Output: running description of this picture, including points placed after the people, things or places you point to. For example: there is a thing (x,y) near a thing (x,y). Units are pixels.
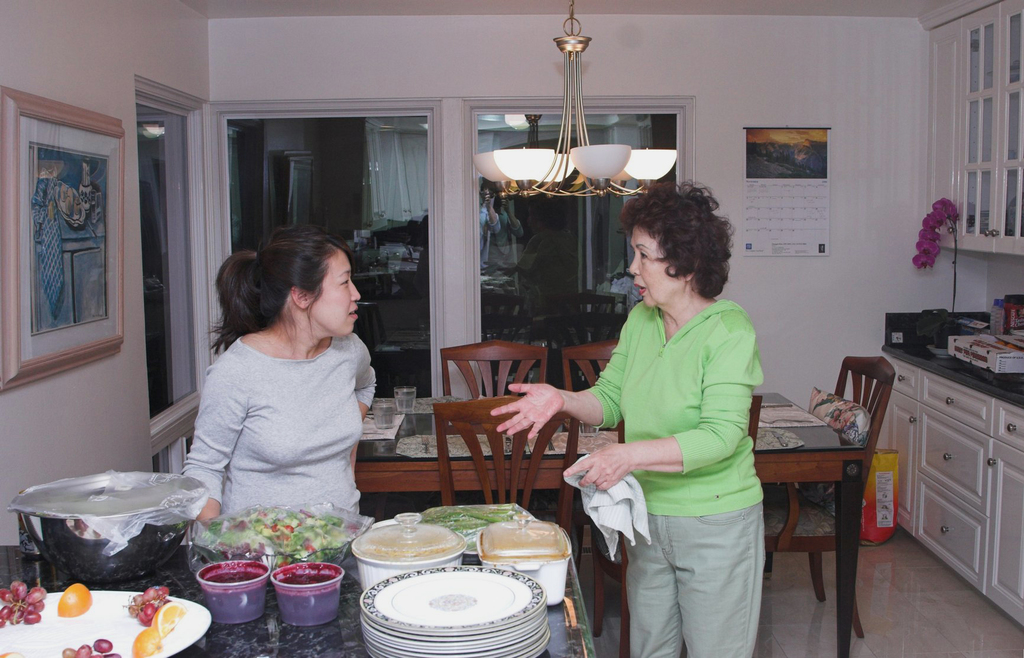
In this image I can see few people (673,475). In front (424,597) I can see few plates (433,585), food items (331,609), fruits (149,607), vessels (206,600), glasses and few objects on the tables (356,588). I can see the cupboards (1017,131), glass windows (570,246), frame (12,253) and calendar (828,138) are attached to the wall (860,134). I can see few objects (1000,338) on the cupboard (987,374).
